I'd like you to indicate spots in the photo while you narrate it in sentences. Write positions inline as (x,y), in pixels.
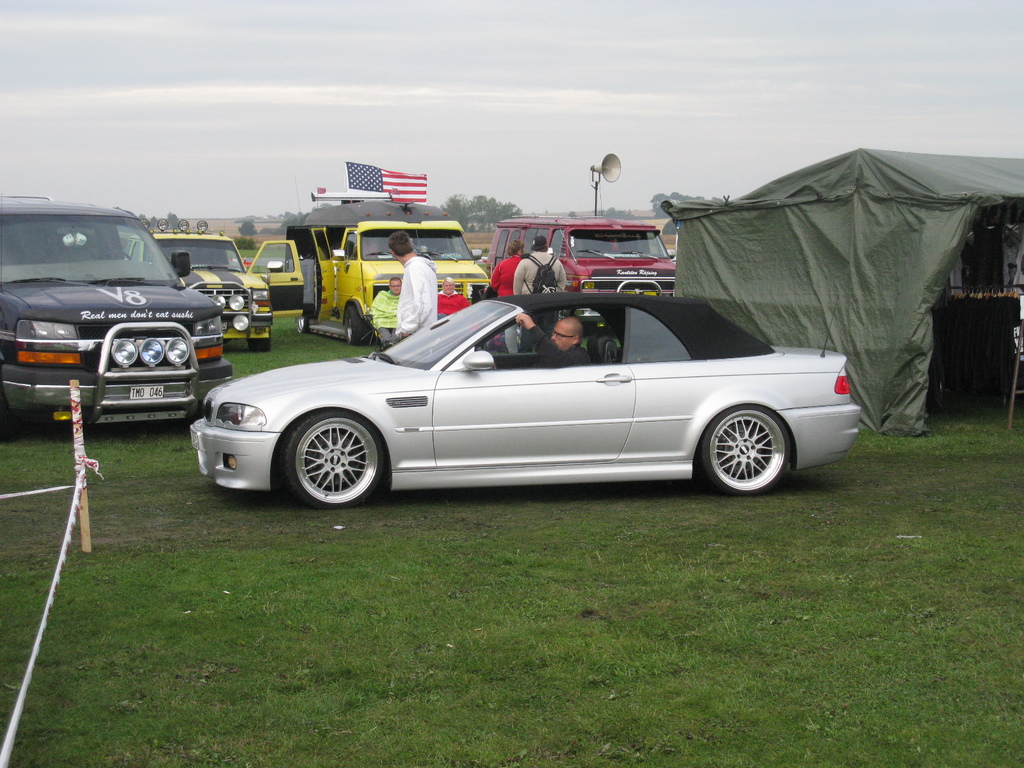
In this picture there is a car (598,406) in the center of the image (374,423) on the grassland (322,526) and there are other vehicles (556,229), people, speaker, and a flag (422,185) in the background area of the image (467,236) and there are trees (463,204) in the background area of the image (476,204).
